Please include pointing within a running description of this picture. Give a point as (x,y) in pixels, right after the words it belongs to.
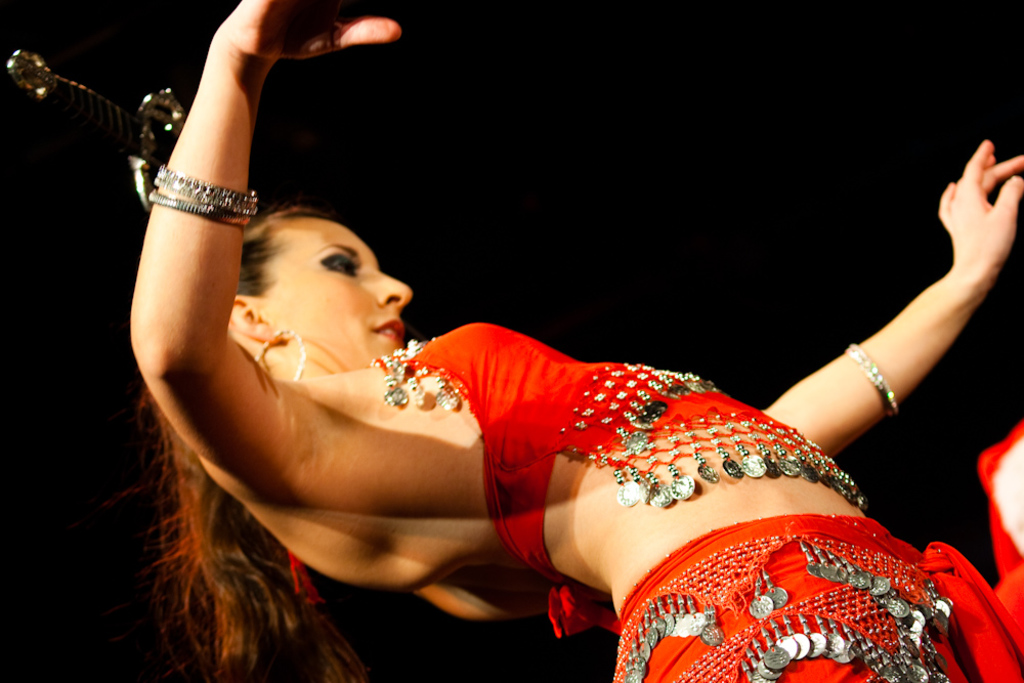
In this image, in the middle (436,345), we can see a woman (739,604) wearing a red color dress (592,386). In the background (988,137), we can see black color.
